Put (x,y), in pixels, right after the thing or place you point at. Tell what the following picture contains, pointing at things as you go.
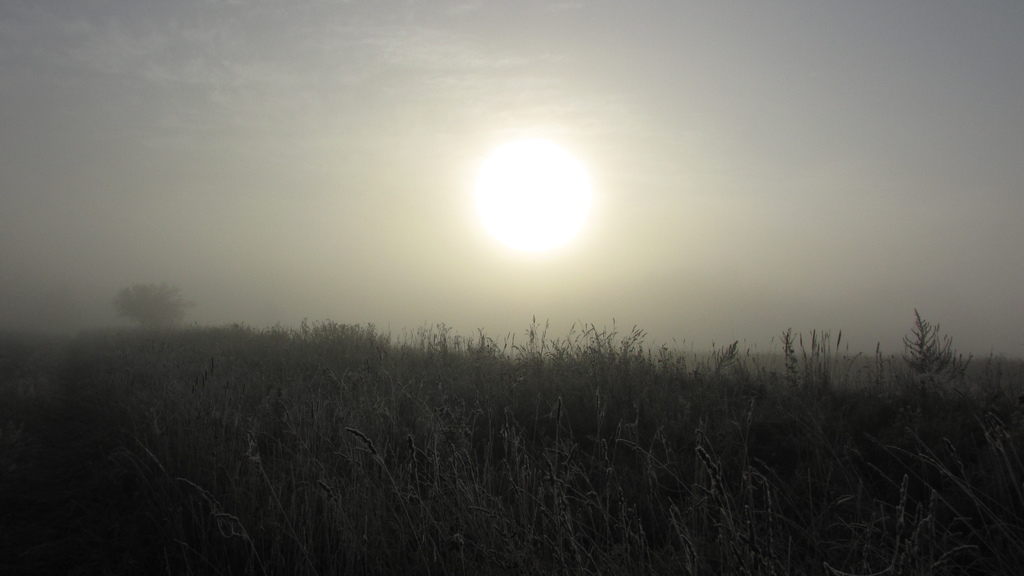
In this image I can see few plants (480,488) and a tree (144,294). In the background (286,130) I can see the sky (576,68) and the sun (503,229).
